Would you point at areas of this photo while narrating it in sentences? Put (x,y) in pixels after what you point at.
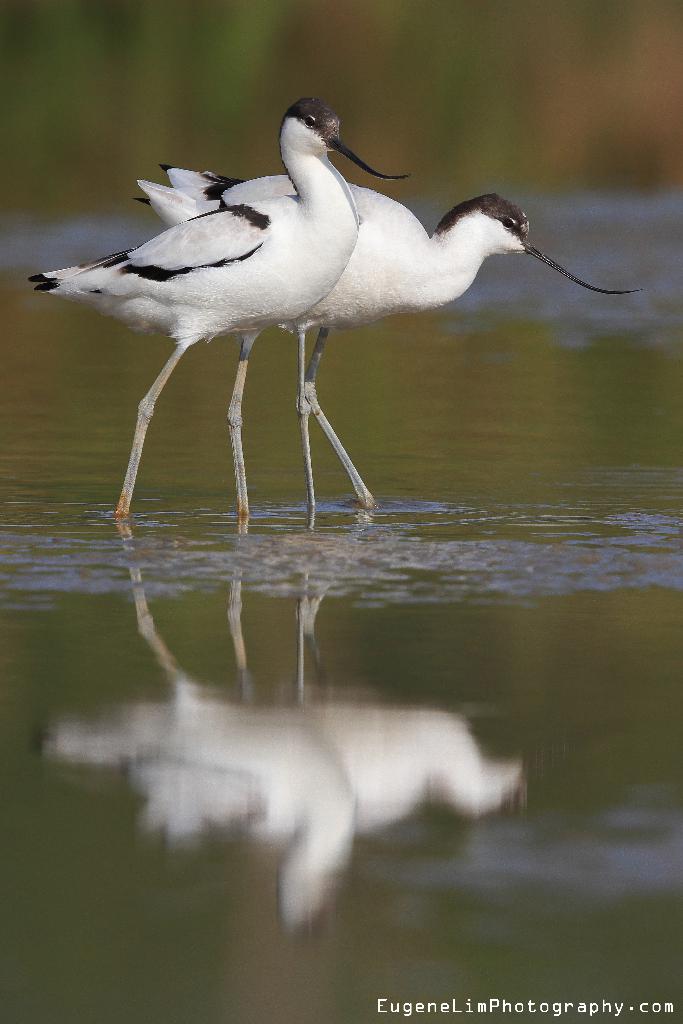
In the picture I can see two white color birds (287,312) are standing in the water (351,485). The background of the image (354,415) is blurred. On the bottom of the image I can see a watermark (556,1013).
